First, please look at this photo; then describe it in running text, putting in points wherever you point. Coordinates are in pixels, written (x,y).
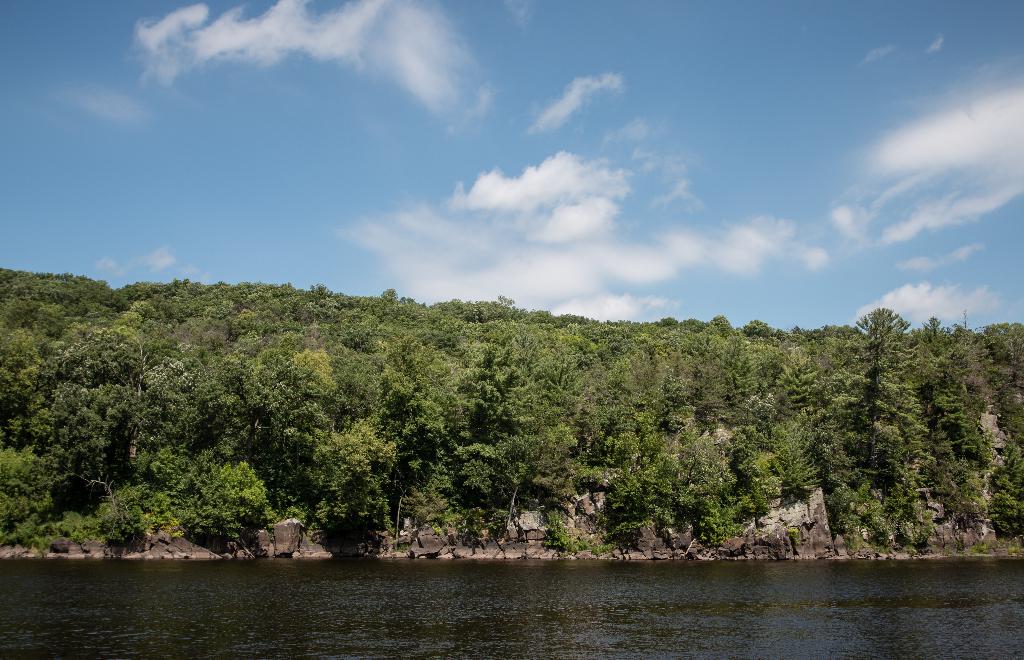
In this image we can see water (561,604) and trees (548,437). In the background (25,100) there is sky (579,151) with clouds (457,247).
